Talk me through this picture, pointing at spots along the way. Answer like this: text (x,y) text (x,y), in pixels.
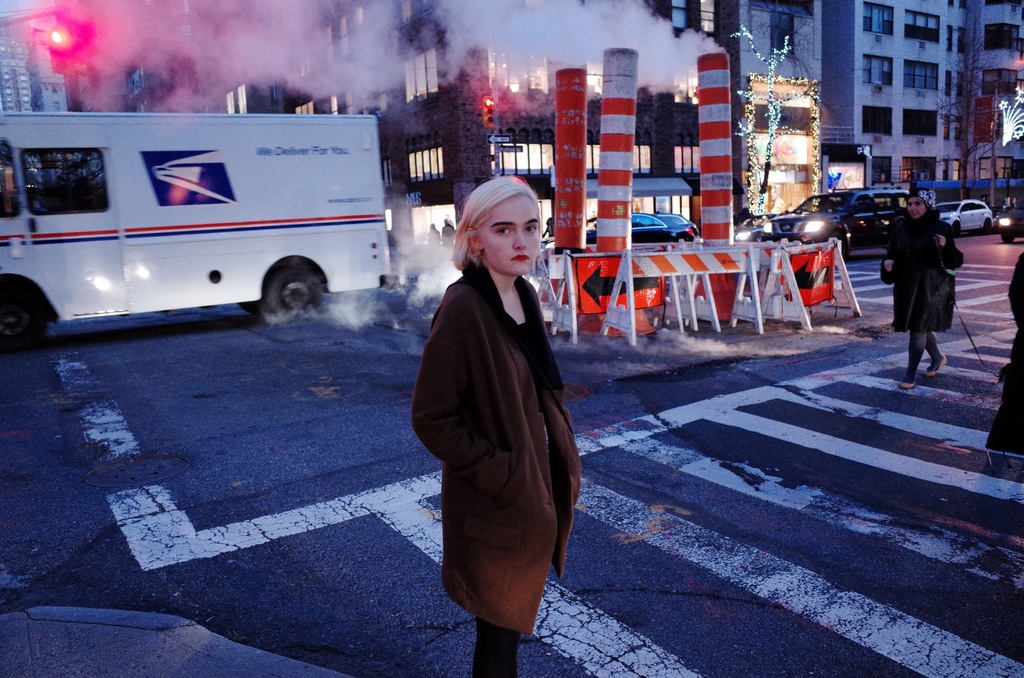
In this picture we can see a woman (443,381) is standing on the road (867,672). Behind the woman (472,286), there is a vehicle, barricades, buildings (667,8), smoke (346,39) and there are poles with traffic signals (487,101). On the right side of the image (915,248), there are vehicles (888,225), a tree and a person (918,294) is walking on the road (885,322).
